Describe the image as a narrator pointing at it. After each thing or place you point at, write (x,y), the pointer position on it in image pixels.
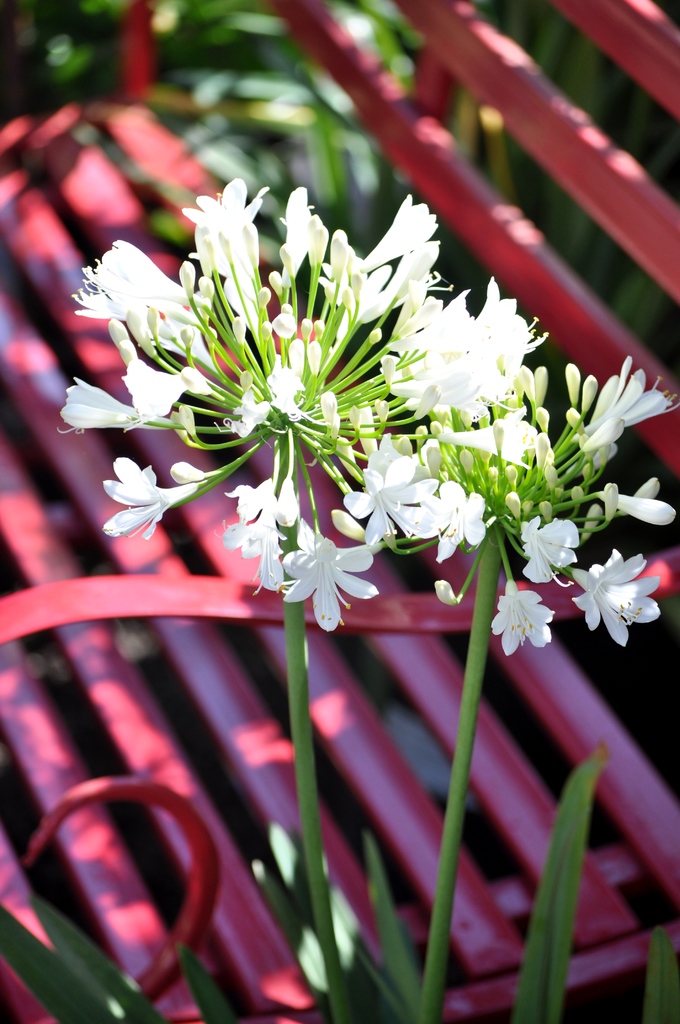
In the image we can see tiny flowers (379,475), white in color and here we can see the flower stem (289,697). We can even see the bench (152,164), red in color and the leaves (101,958).
